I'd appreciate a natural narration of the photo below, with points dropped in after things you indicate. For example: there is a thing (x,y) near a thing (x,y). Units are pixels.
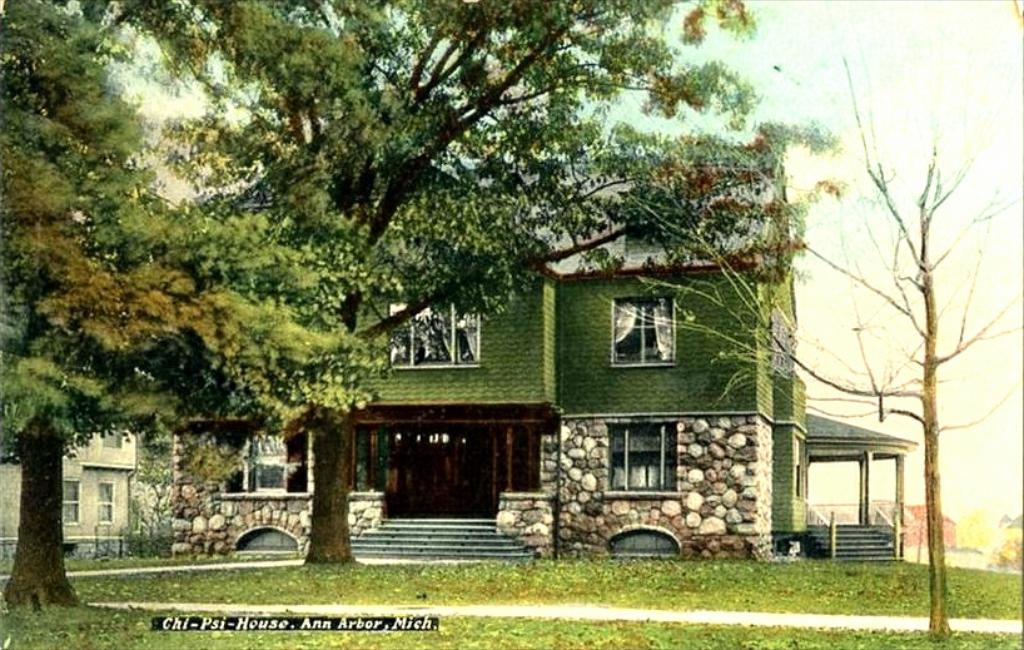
In this picture I can see houses (524,446), grass (853,610), trees (554,258), and in the background (1012,290) there is sky (851,13) and a watermark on the image.
